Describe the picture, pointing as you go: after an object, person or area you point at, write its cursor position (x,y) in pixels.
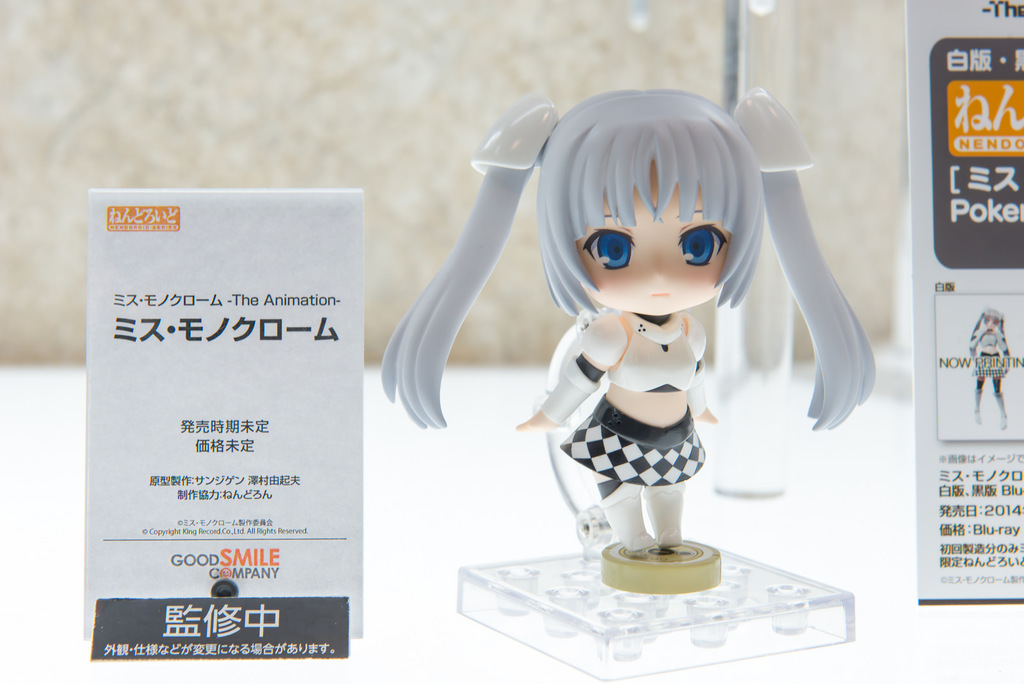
In this image I can see in the middle (676,285) there is a doll (632,331) in the shape of a girl (637,339). There are boards (227,509) on either side of an image.
